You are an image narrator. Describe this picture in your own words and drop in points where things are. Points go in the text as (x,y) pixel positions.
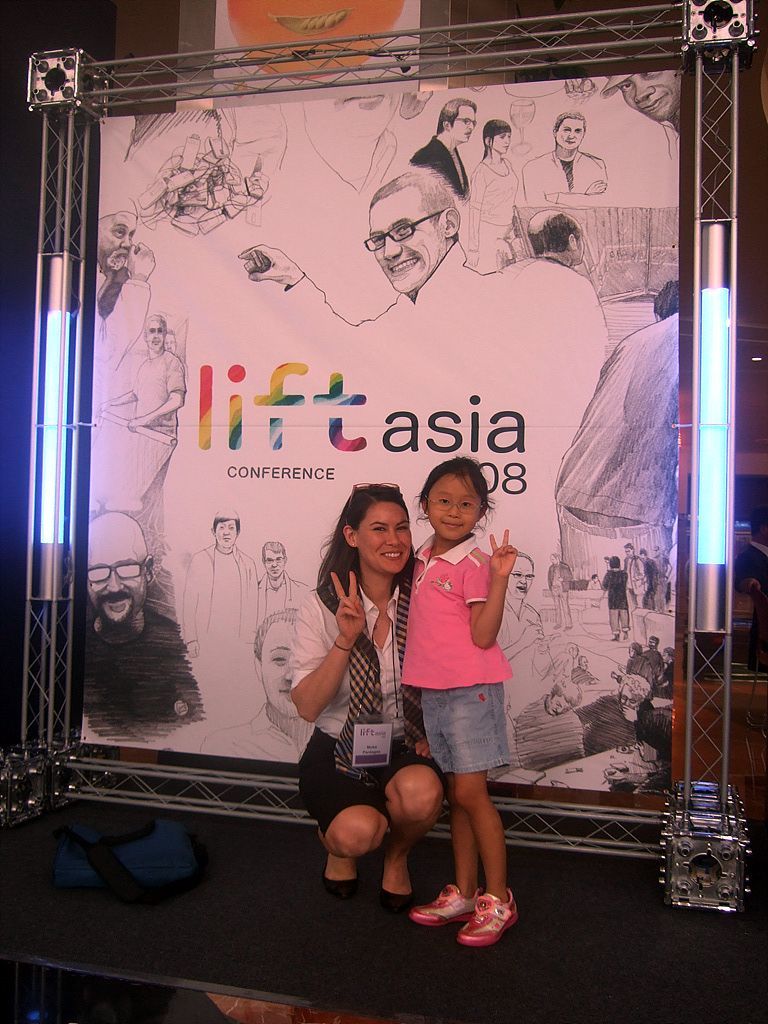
In this picture there is a woman (357,670) who is wearing white dress (339,714), black short (324,796) and shoe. She in a squat position. Beside her we can see a girl (440,590) who is wearing pink t-shirt (437,631), short (454,753) and shoe (436,917). Both of them standing near to this poster (298,518). On the top (249,27) we can see some object (262,27). On the bottom left corner (79,889) there is a bag (68,881).
